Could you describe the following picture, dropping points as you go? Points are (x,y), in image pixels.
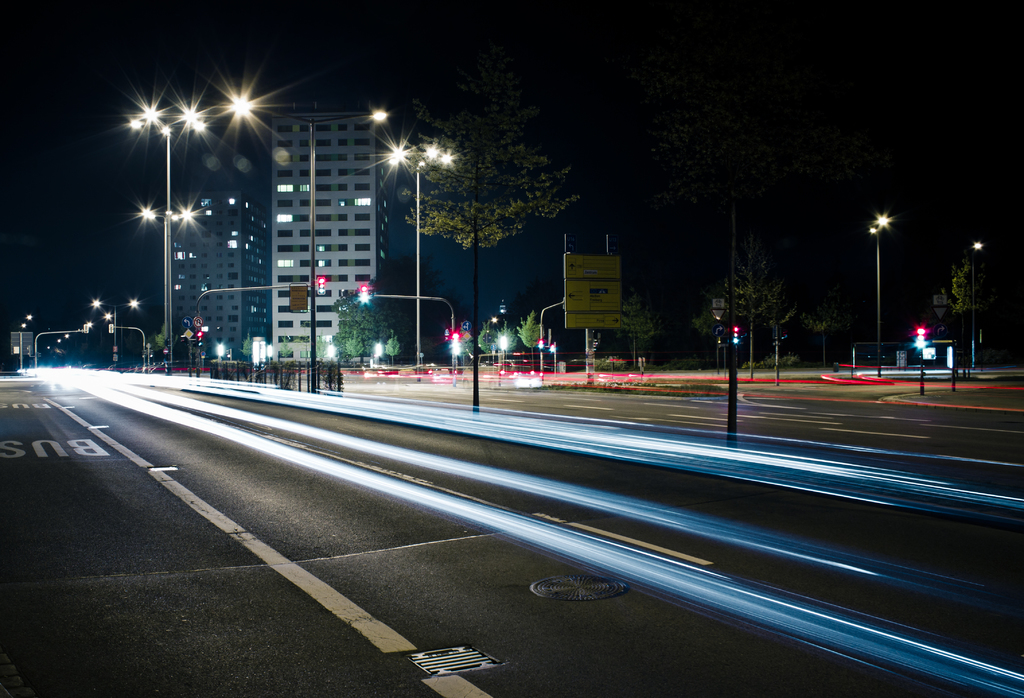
This is a road (266,478). I can see the traffic signals (370,291) attached to the poles (312,297). These are the street lights (130,123). I can see the buildings (291,217) with the windows (291,235) and lights (288,264). This looks like a board (583,273), which is attached to a pole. These are the trees (730,241).
